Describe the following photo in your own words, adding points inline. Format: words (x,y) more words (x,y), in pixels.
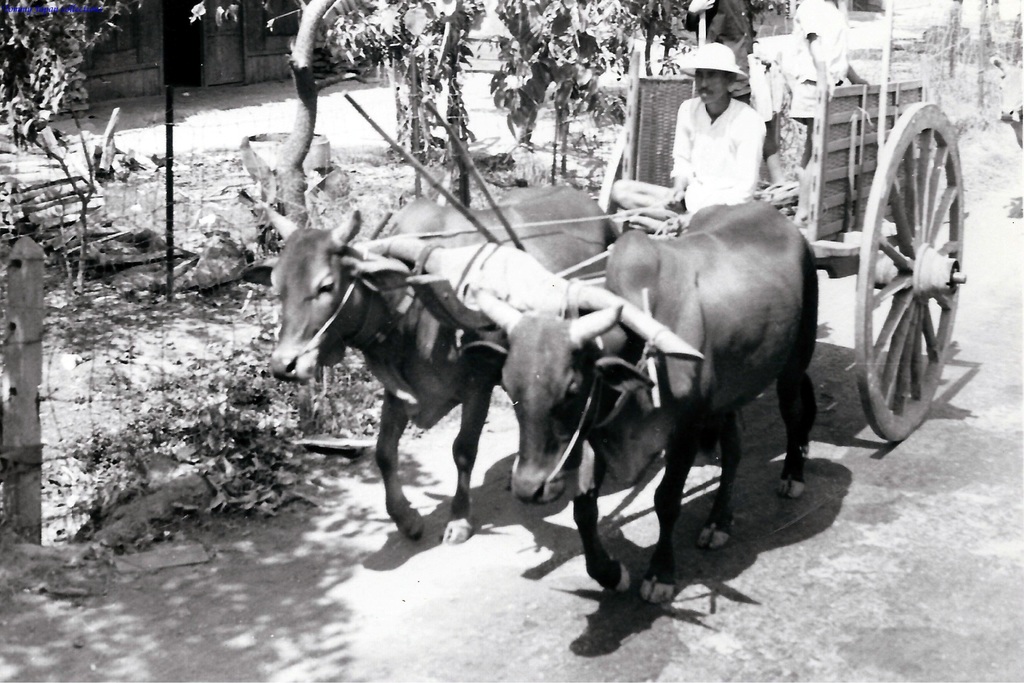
In the picture we can see a bullock cart (916,171) with two bulls (563,197) and a man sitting on the cart (936,170) wearing a hat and beside the cart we can see some plants (79,132), fencing wire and some trees (612,9).
